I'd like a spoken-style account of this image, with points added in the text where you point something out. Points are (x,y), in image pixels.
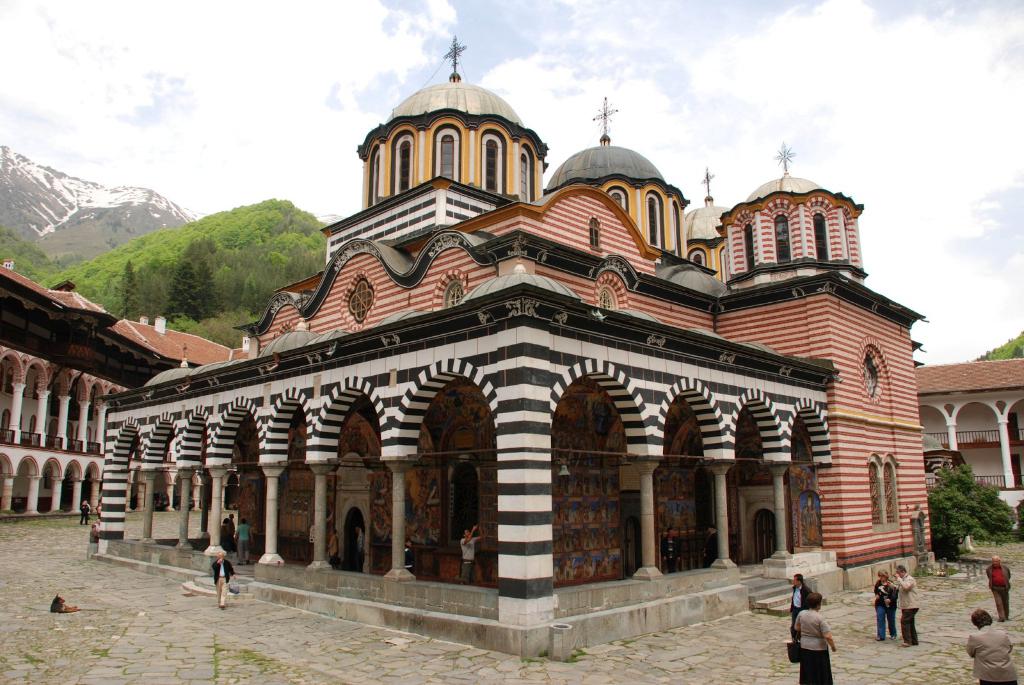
In this image I can see few persons (988,612) walking, in front (396,269) I can see a building (424,270) in brown, black and white color. I can also see trees (87,259) in green color, mountains (123,203), and sky (160,188) in gray and white color.
